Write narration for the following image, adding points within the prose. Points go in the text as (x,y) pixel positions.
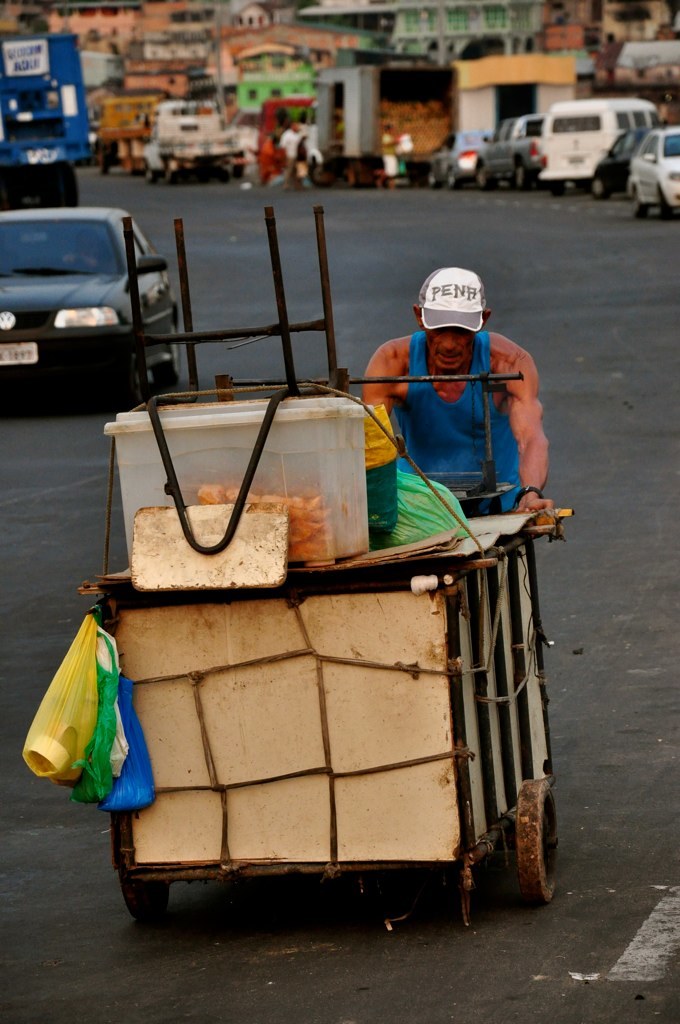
This picture is clicked outside. In the foreground (302,631) there are some boxes (298,482) and a bag (426,515) placed on the top of the vehicle (392,683) and we can see the bags (98,711) hanging on the vehicle (350,670) and there is a person (423,431) seems to be pushing the vehicle (458,736). In the background (315,150) we can see the buildings (481,52), some persons (289,155) and group of vehicles (167,145) seems to be parked on the road (486,267).
